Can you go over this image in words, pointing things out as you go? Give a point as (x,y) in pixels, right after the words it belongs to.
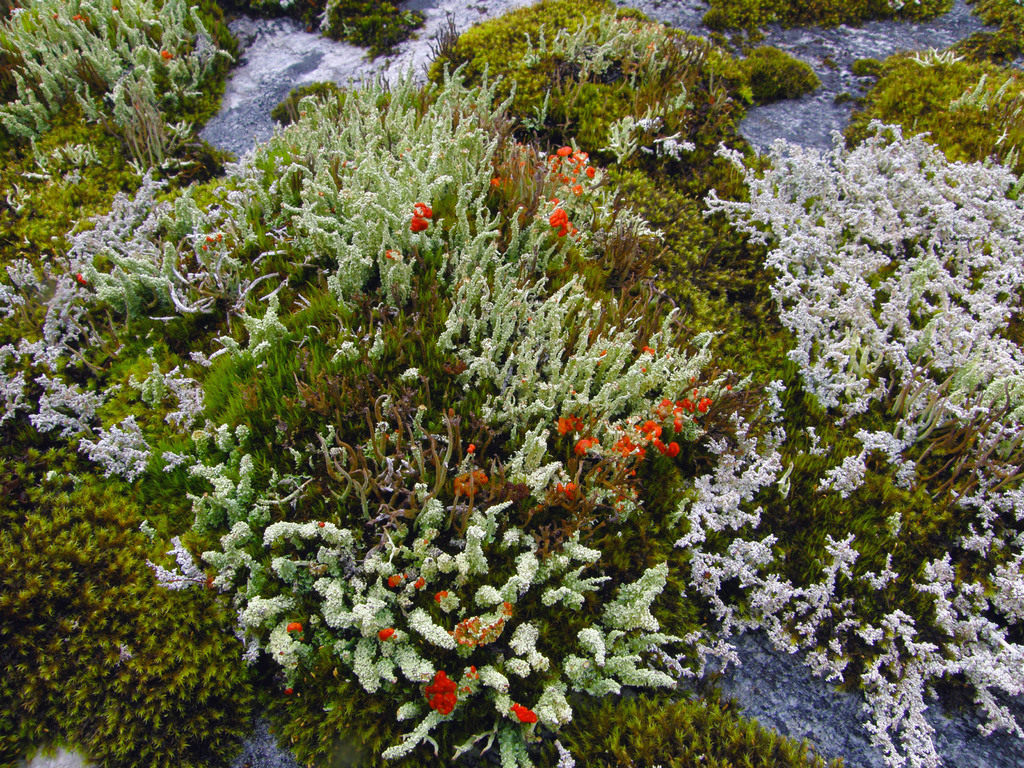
There are few plants (322,339) which are in different colors.
